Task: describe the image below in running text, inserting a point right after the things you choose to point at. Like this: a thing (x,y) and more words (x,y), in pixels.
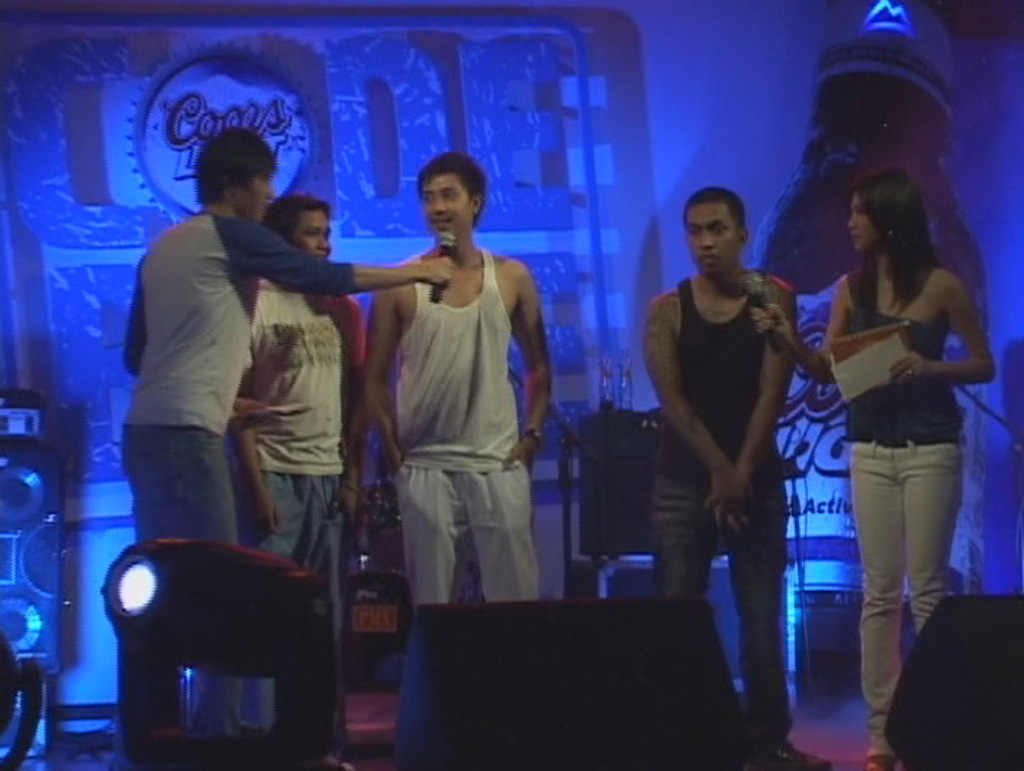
Here in this picture we can see a group of people (325,361) standing over a place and two of them are holding microphones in their hands (439,269) and the man (429,304) in the middle (447,304) is speaking something in the microphone (440,244) and the woman (882,402) on the right side (898,401) is holding some cards (872,363) in her hand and in front of them we can see speakers (411,657) and colorful lights (180,640) present and behind them we can see a banner (556,262) present and we can also see speakers (22,617) present.
